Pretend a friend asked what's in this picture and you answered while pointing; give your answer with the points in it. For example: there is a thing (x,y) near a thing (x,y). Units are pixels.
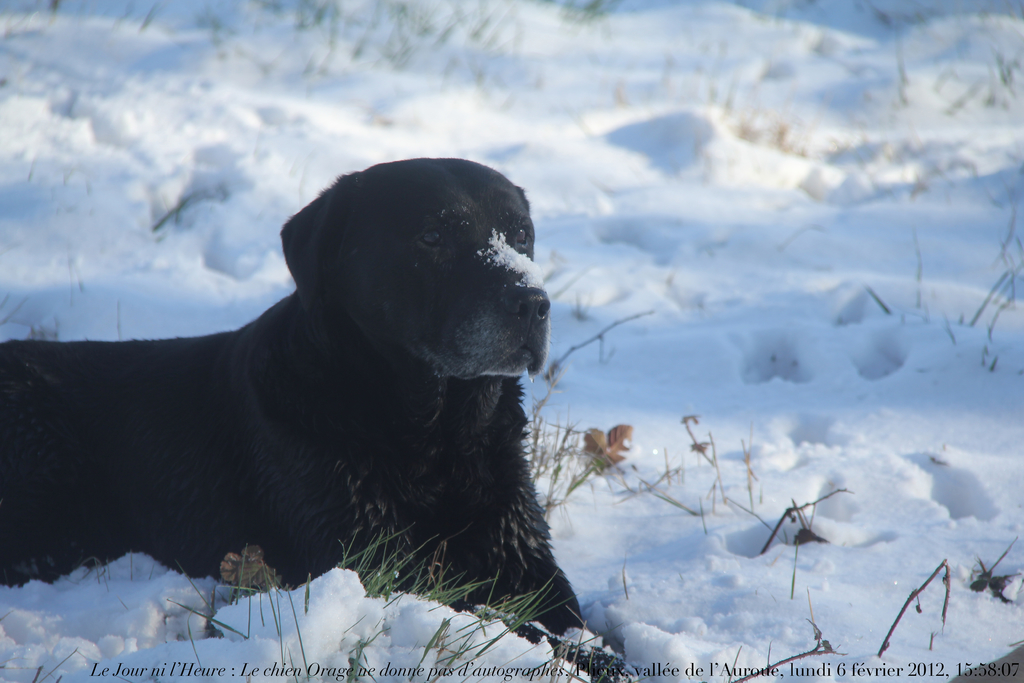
In this picture we can see a dog (310,520) and this is snow (697,123).
